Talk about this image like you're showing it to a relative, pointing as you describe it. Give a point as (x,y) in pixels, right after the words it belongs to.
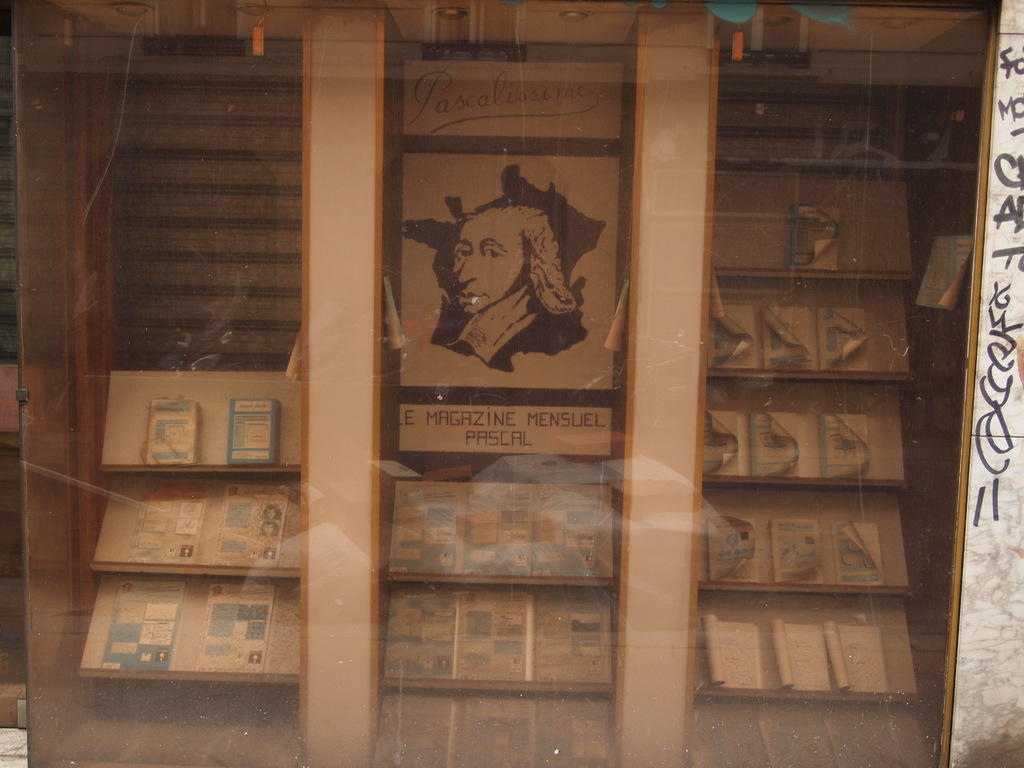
In this image, we can see some shelves (874,332) with objects (736,468). We can also see some posters (568,167) with text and images (528,197). We can see some glass (606,42). We can see some text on the right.
